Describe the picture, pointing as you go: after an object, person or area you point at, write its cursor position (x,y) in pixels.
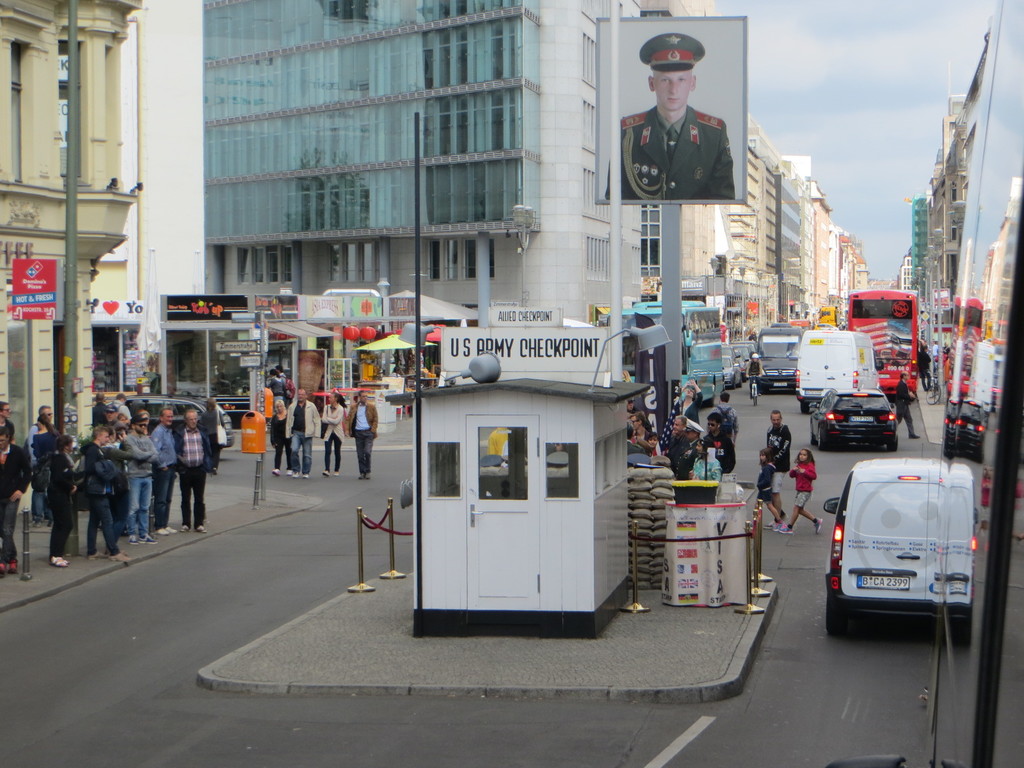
In this picture we can see so many buildings (348,310), few people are walking on the road (807,676) and we can see few vehicles (817,356) are on the road (794,592), in the middle of the road (782,704) we can see board (634,80) of a person (660,67).
